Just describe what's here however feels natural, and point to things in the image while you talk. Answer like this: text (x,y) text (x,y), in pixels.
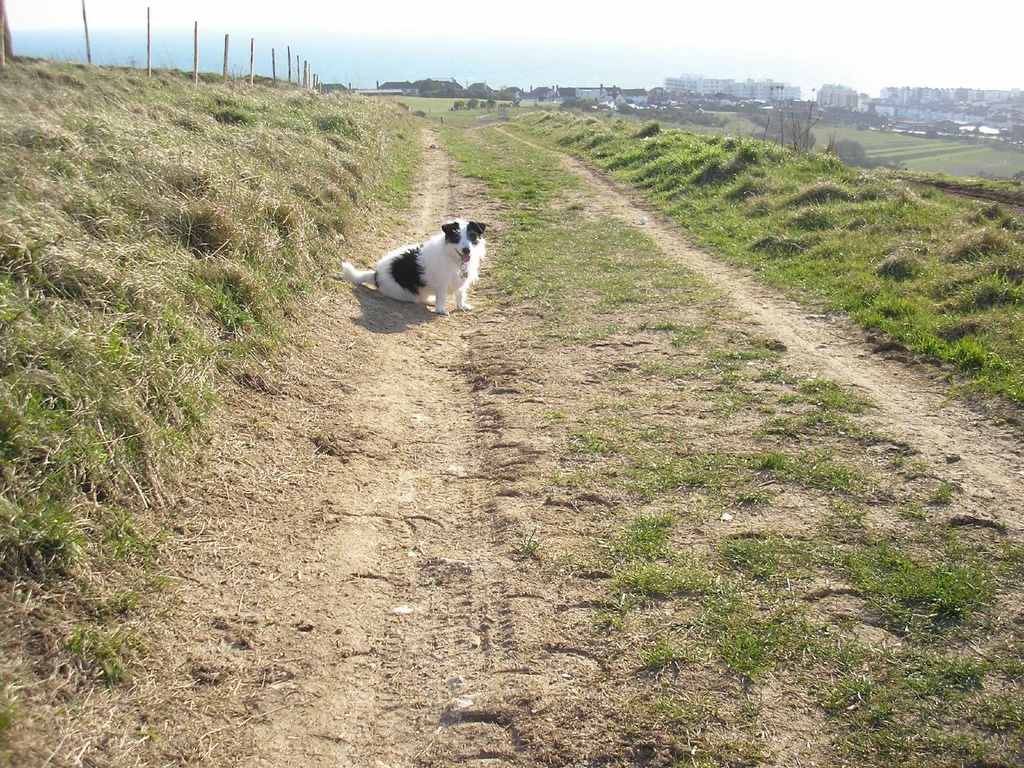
In this picture we can see a dog (408,274) on the path (409,312). In the top right corner of the image (856,79), there are buildings (838,87), trees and the sky (439,26). In the top left corner of the image (0,21), there are poles (2,36) and grass (196,193).
